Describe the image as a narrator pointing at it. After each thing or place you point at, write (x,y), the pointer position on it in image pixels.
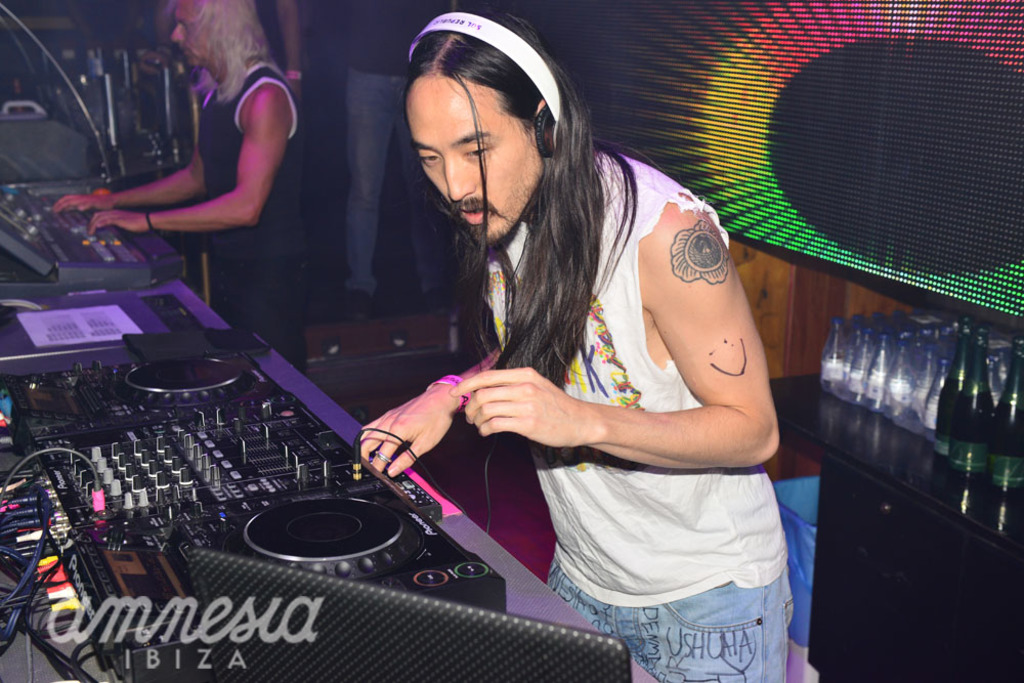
In the given image i can see a persons (256,316) playing a musical instruments (68,519) and i can also see a bottles (918,357) on the wooden table (795,424).
